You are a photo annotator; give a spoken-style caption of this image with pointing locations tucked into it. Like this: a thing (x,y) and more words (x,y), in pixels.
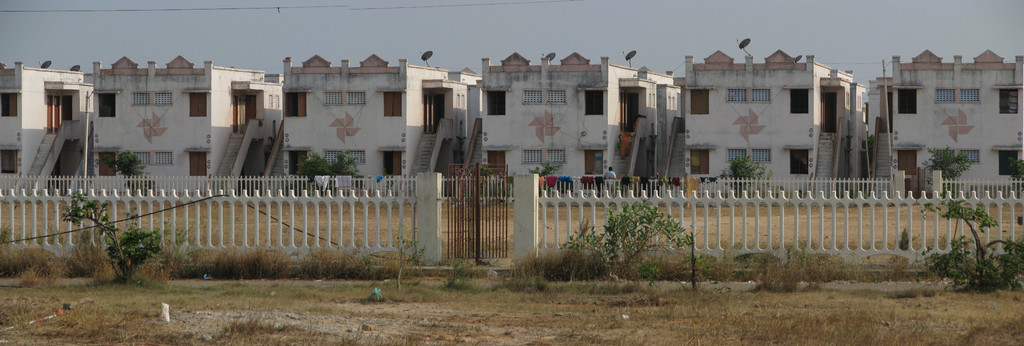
In this picture I can see there is a wall (514,243), a gate (479,261), there is some grass (242,298) on the floor (219,306), there are few buildings (507,121) in the backdrop (804,113). It has windows (794,108), doors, stairs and there are TV antennas (47,64) placed on the top of the building (78,115) and the sky (252,24) is clear.
